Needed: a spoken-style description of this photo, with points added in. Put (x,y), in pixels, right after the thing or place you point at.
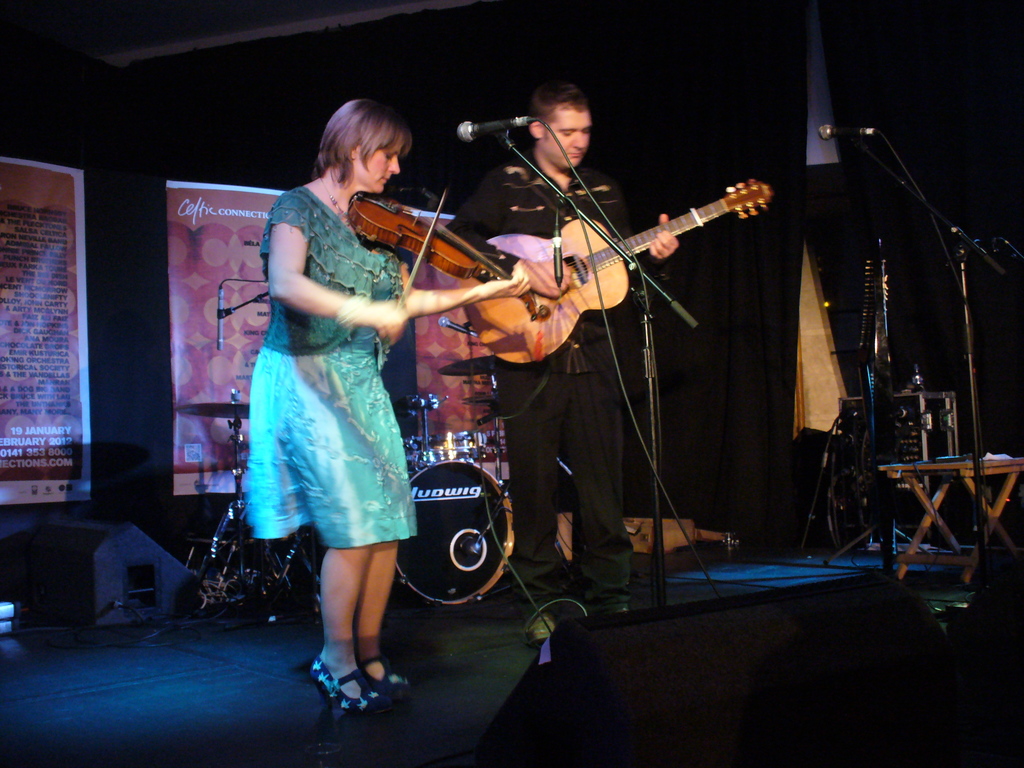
In the middle (579,363) there is a man (518,196) he wear black shirt (514,215) and trouser (551,436) he is holding a guitar (577,298). On the left (331,405) there is a woman (310,399) she wear blue dress (317,391), she is playing violin (405,235). In the background (916,438) there are speakers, drums (443,534) and some musical instruments (231,558). This is a stage performance.
